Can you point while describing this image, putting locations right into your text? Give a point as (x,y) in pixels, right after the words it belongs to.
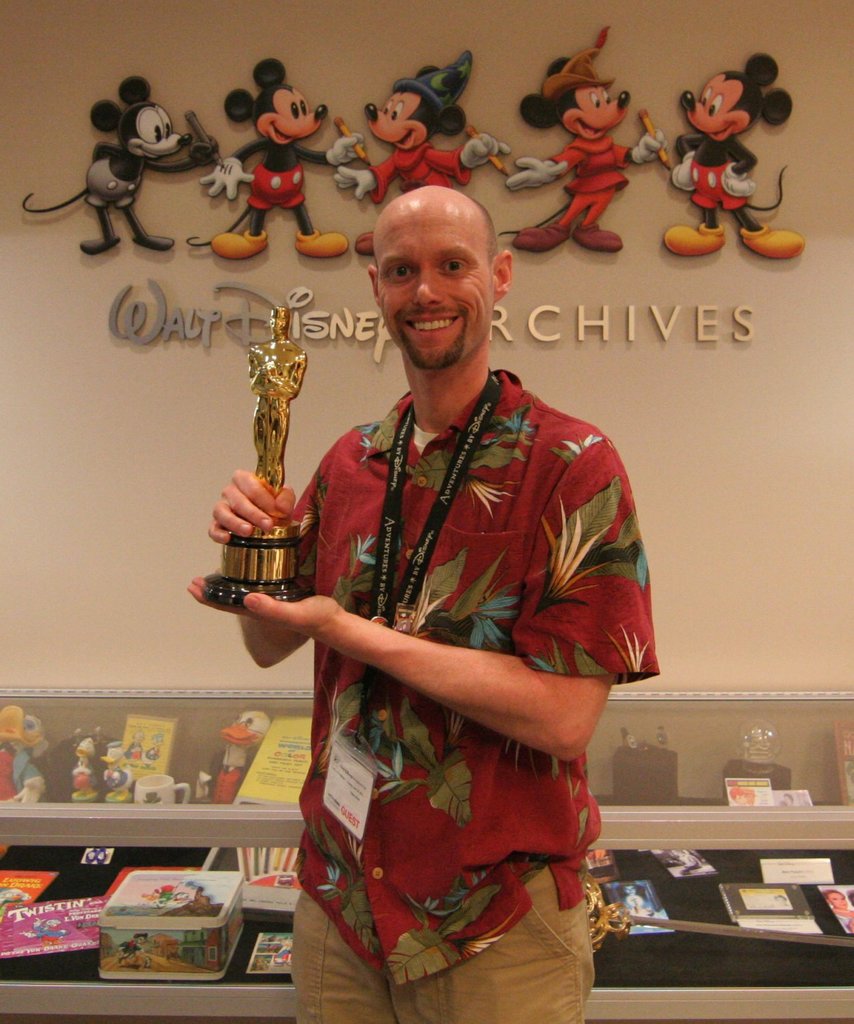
As we can see in the image there is a wall (54,63), statue (276,434) and a man (487,579) wearing red color shirt (532,656). There are boxes (184,916), toys (13,760), glasses (162,781) and books (130,743).
